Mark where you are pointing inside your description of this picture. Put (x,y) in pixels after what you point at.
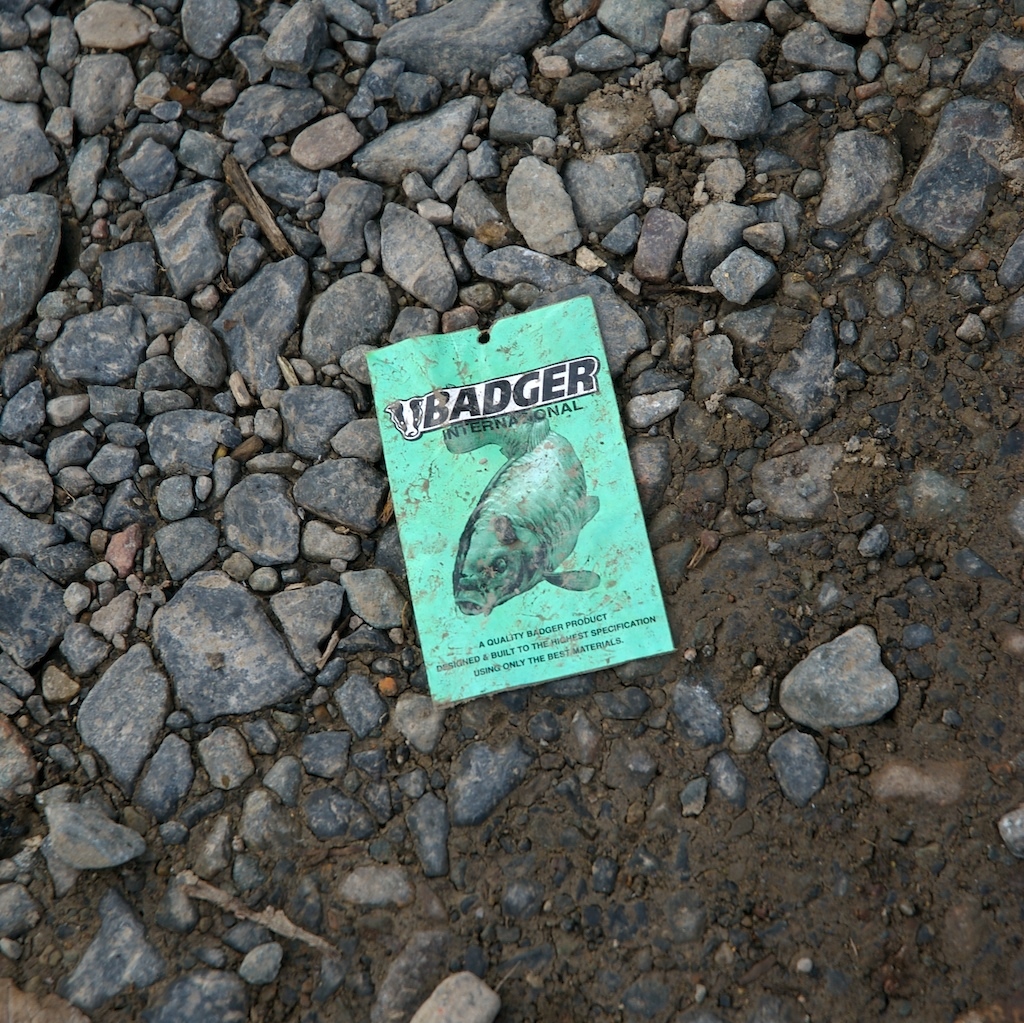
In this image there is a poster (477,587) with text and a picture of a fish (528,534) is lying on the stones (447,225).
